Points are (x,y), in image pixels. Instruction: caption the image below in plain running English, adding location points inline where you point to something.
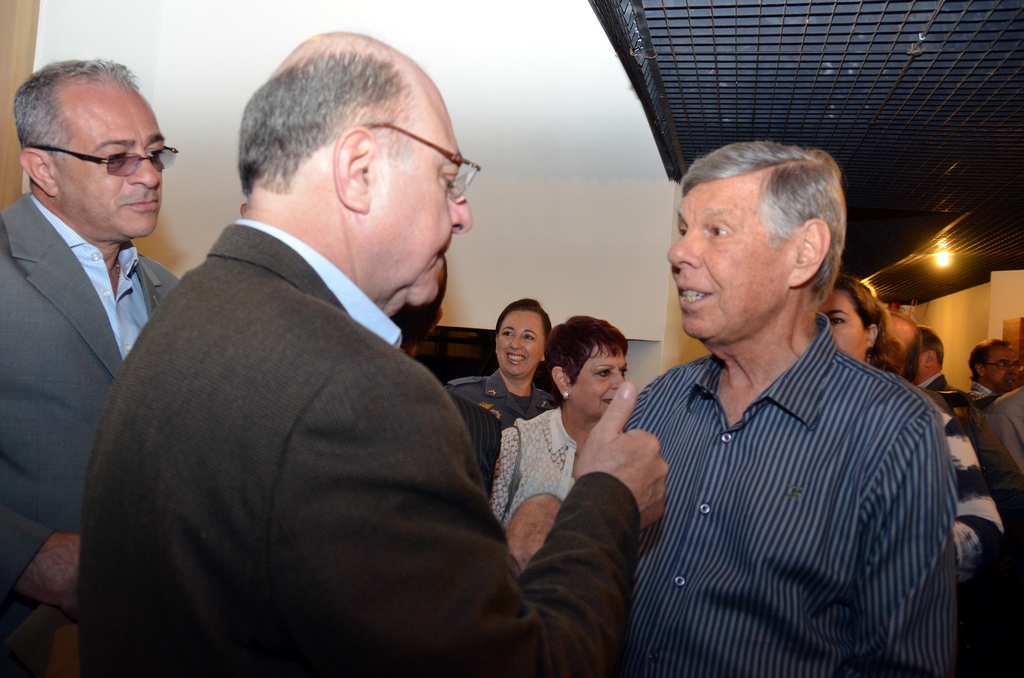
This picture is clicked inside. In the foreground (419,357) we can see the group of persons (619,356) seems to be standing. At the top (993,62) there is a roof (940,149) and a light (947,255) hanging on the roof (905,199). In the background (963,311) we can see the wall (951,301).
